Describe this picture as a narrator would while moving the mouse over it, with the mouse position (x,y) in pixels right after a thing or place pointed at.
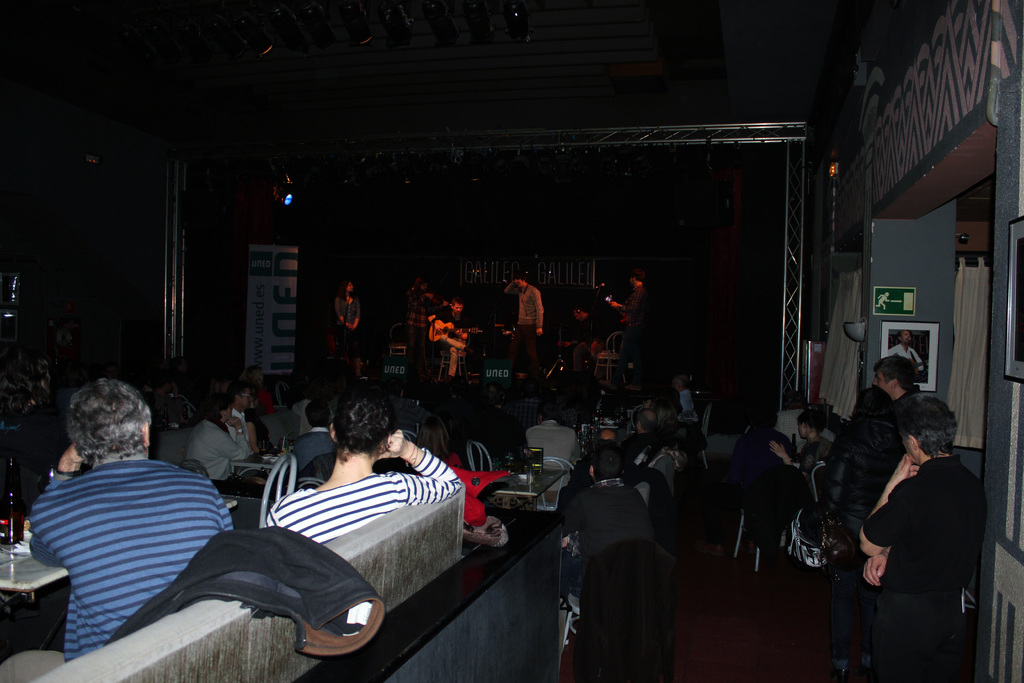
This image is taken indoors. In this image the background (318,289) is dark. There are a few boards (385,370) with text (285,302) on them. A few people (419,315) are sitting on the chairs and a few are standing. On the right side of the image (899,223) there is a wall (939,222) with a few picture frames (921,354) on it and there is a pillar (913,271). There is a curtain (838,387). A few people (848,503) are standing on the floor (751,621) and a few are sitting on the chairs (741,526). In the middle of the image (406,421) many people (209,509) are sitting on the chairs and there are a few tables (27,555) with many things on them. There is a jacket (247,572) on the wall (411,642).
